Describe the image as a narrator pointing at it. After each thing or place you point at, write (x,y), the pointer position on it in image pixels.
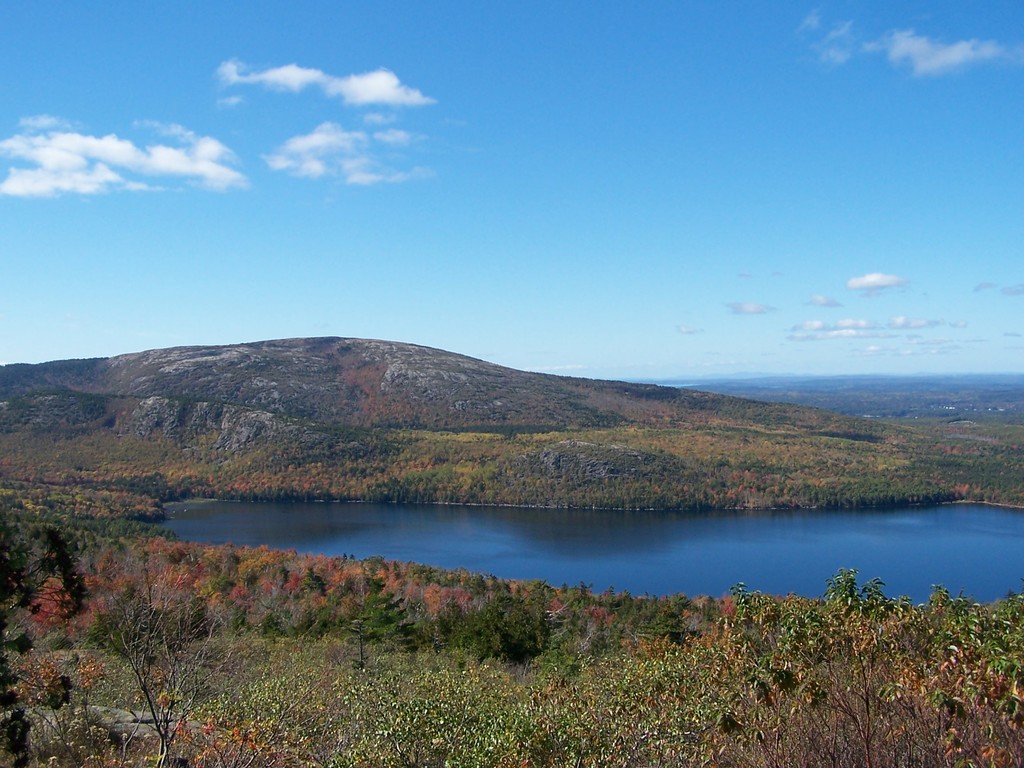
In the image we can see the river (728,563), trees (733,502), hill (625,418) and the sky (647,171).
